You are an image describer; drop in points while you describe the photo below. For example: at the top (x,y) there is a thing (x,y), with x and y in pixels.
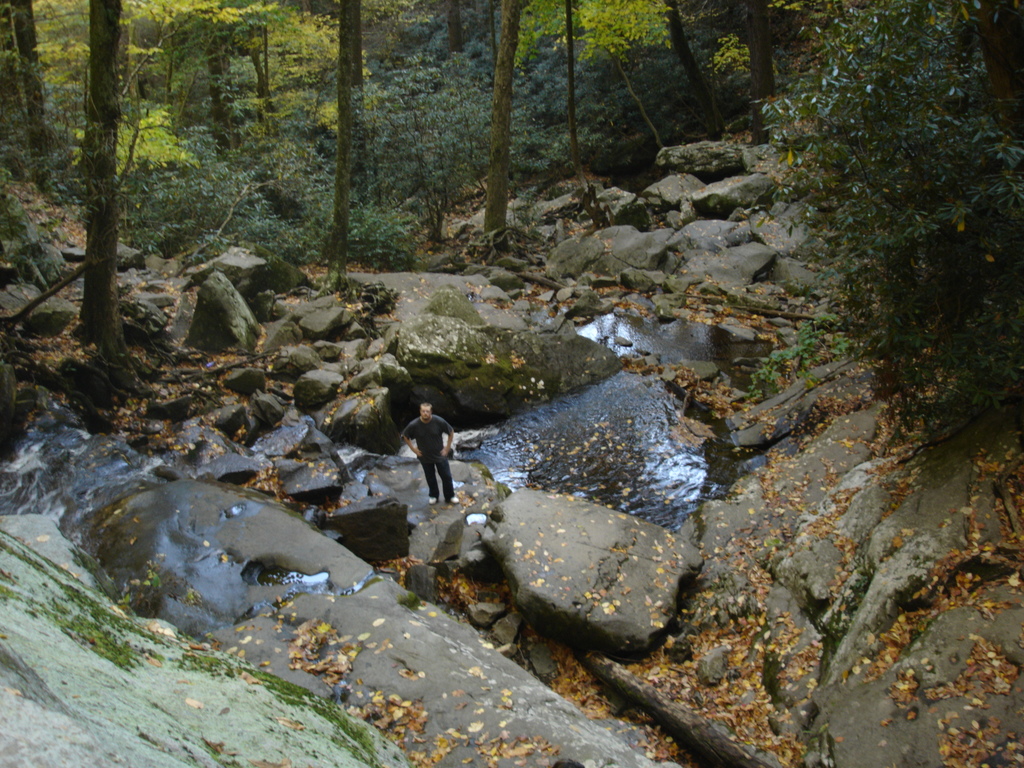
In the foreground of this image (635,626), there are rocks (357,552), river (31,504) and on either side to the river (672,328), there are trees (965,245) and a man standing on the rock (388,459).
